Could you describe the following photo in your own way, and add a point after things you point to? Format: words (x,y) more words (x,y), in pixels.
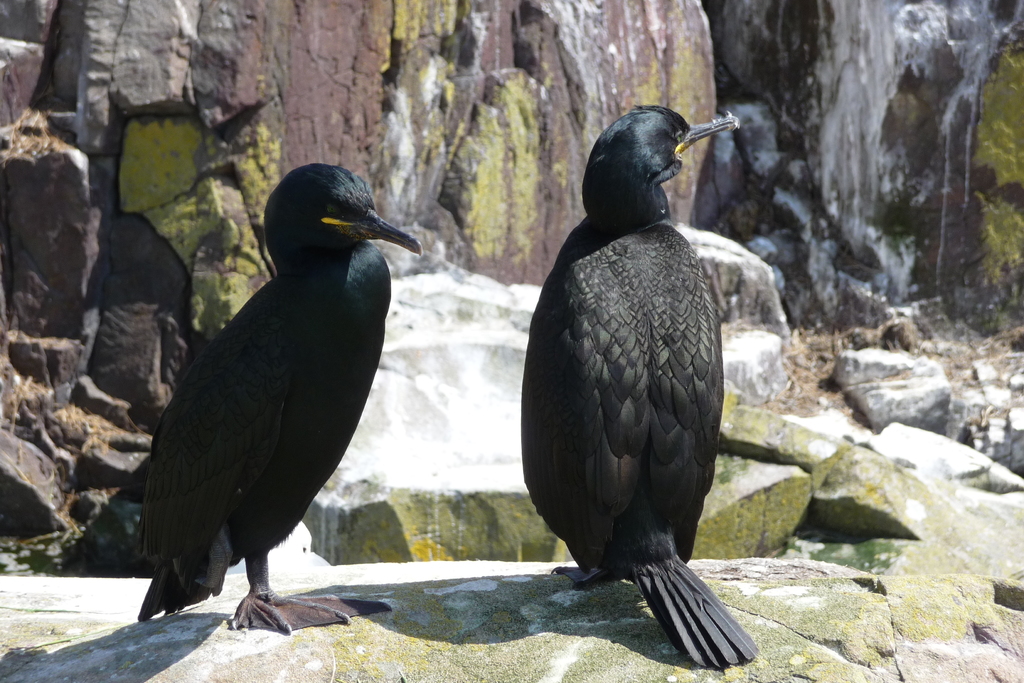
This is the picture we can see two black birds (259,538) are standing on the rocks (19,594).
